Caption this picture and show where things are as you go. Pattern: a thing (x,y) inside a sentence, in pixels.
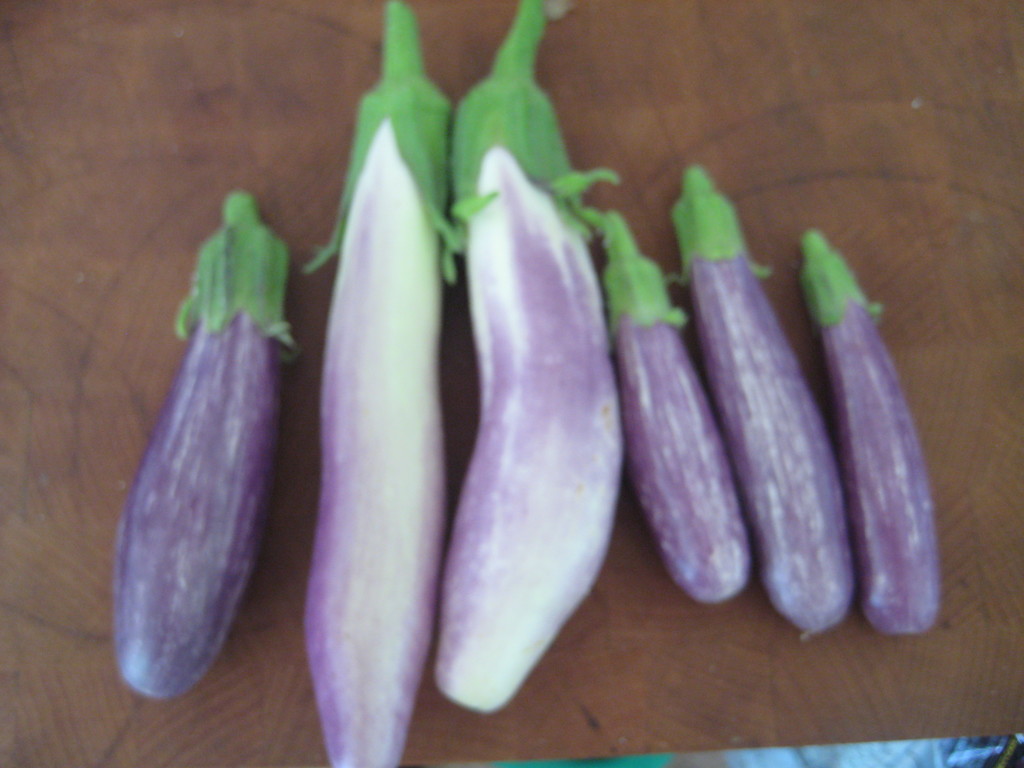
In this picture I can observe brinjals (428,436). They are placed on the brown color surface (103,90).
